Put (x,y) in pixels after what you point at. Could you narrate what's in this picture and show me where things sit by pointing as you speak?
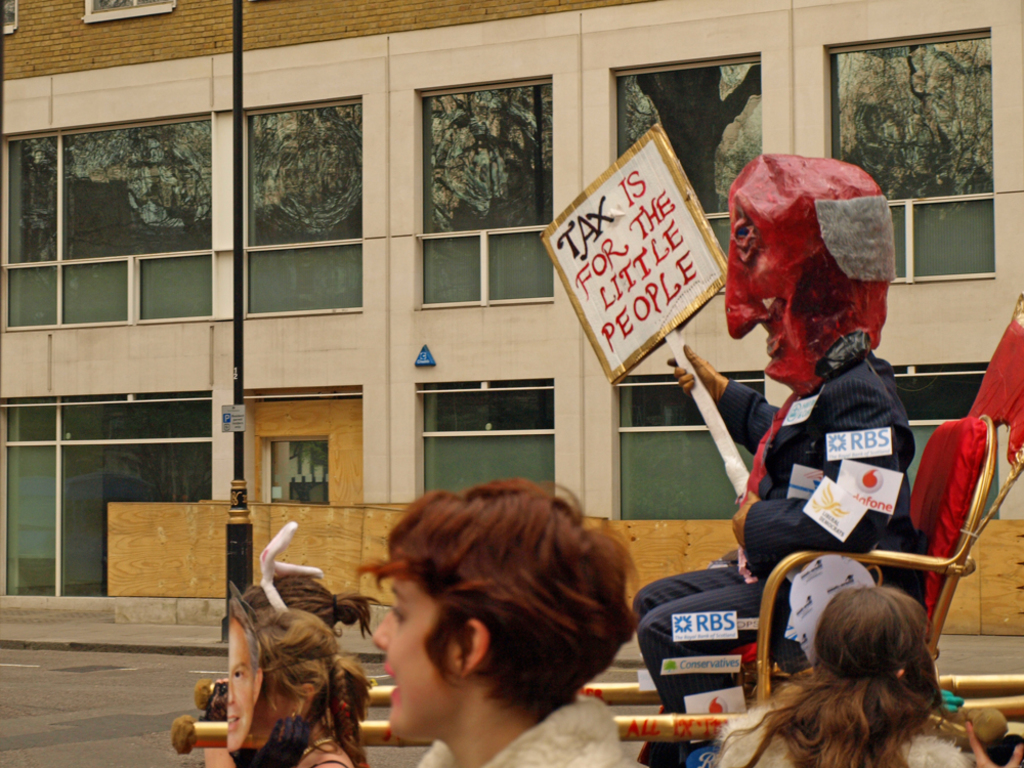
In this image, we can see a few people (531,668). Few (847,663) are holding some objects (1000,689) and board (655,246). Here a person (821,539) is sitting on a chair (766,596). We can see some stickers (841,503). Here there is a road (136,706). Background (458,360) we can see a building (500,351), walls (394,321), glass windows (117,218), pole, sign boards (241,416), brick wall (285,23).
